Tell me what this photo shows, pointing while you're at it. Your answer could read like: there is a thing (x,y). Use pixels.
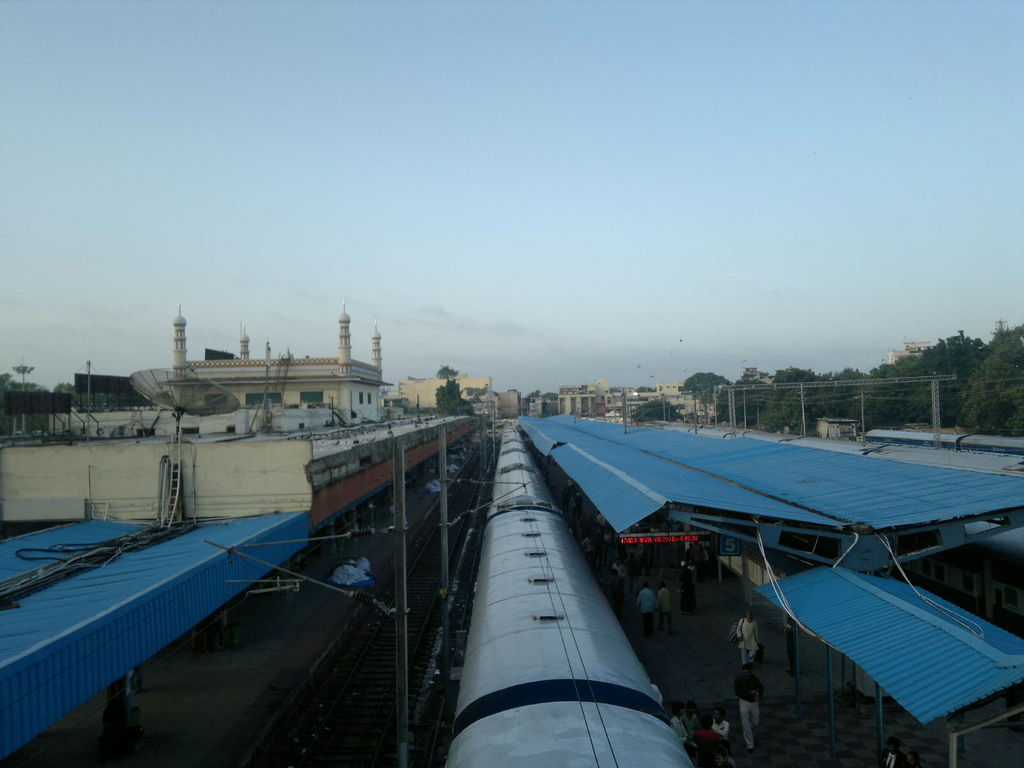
In this picture we can see trains (582,642), beside these trains (573,642) we can see platforms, people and a railway track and in the background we can see buildings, trees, poles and the sky (582,319).
